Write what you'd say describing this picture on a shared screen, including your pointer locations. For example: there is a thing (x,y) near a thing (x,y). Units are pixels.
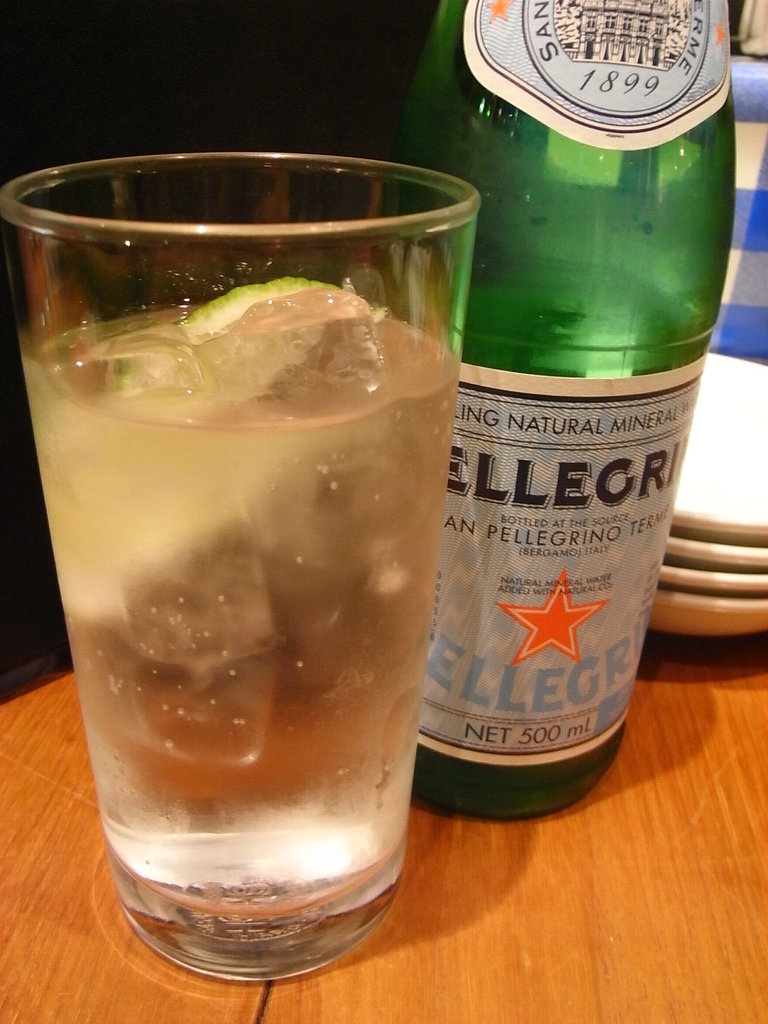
In this image on the right side (538,257) there is one bottle (553,558) and on the left side (140,401) there is one glass (294,222) and that glass (187,350) is filled with drink (168,574) and some ice cubes (266,361) are there and beside the bottle (585,385) there are some plates (712,523) and on the bottom (609,833) there is a wooden table (338,970).
